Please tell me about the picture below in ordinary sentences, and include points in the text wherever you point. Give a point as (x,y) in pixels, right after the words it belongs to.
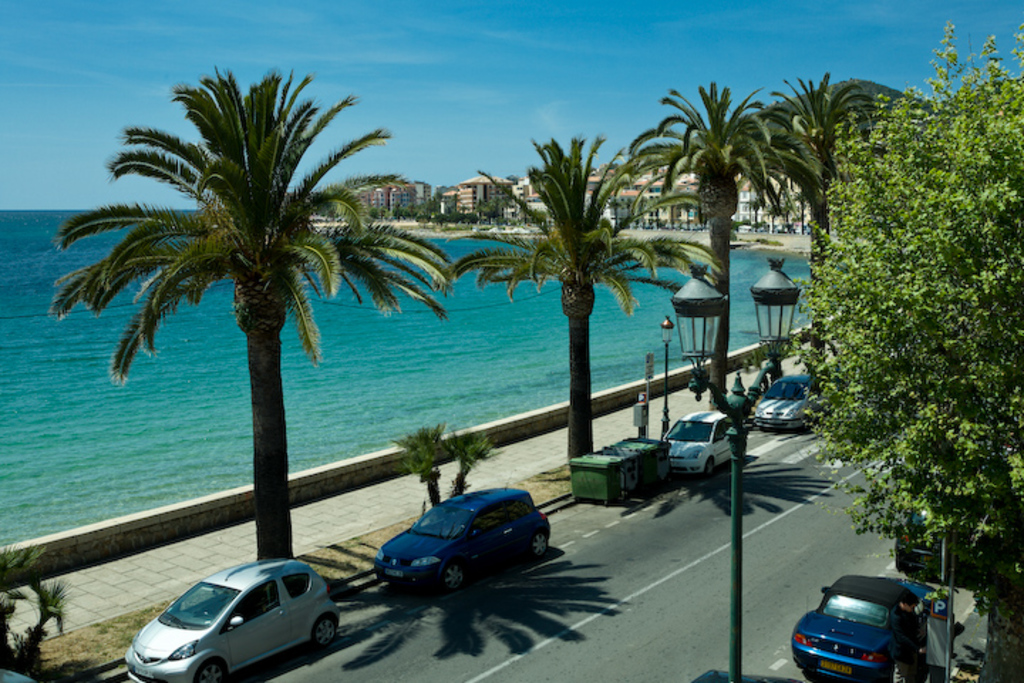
In this picture we can see some cars (336,626), there is a pole (734,455) and lights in the front (755,389), on the left side (174,400) there is water (135,385), in the background (475,182) there are some buildings (639,180), we can see some trees (828,333) in the front (856,333), there is the sky (415,60) at the top of the picture (592,66).
